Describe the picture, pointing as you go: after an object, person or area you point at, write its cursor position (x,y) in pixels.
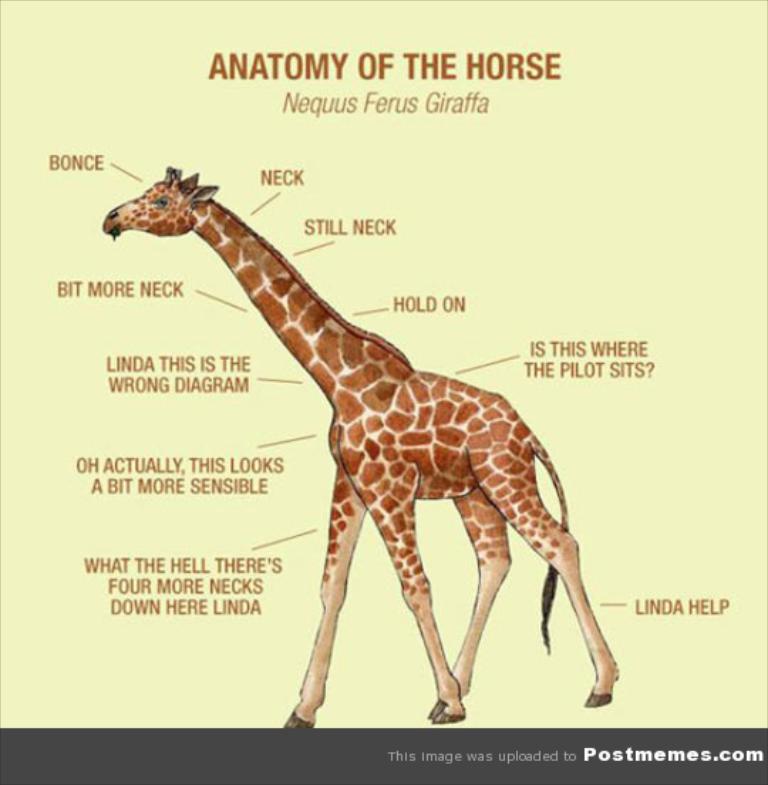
This is a poster (698,609) and in this poster (233,551) we can see a giraffe (435,435) standing and some text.
